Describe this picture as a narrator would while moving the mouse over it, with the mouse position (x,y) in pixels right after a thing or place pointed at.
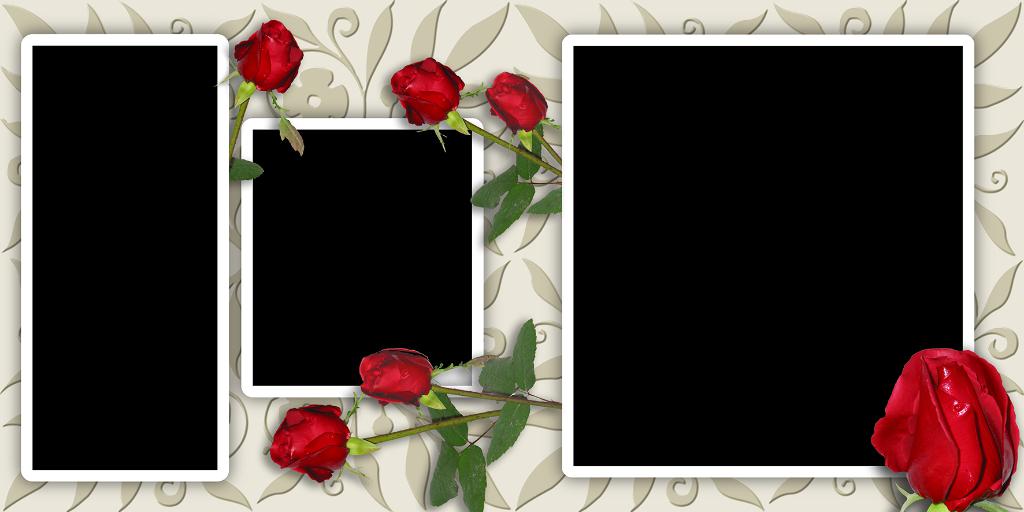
In this image we can see an edited image of roses (445,406) and black color cards (571,160) with white border (619,44).
